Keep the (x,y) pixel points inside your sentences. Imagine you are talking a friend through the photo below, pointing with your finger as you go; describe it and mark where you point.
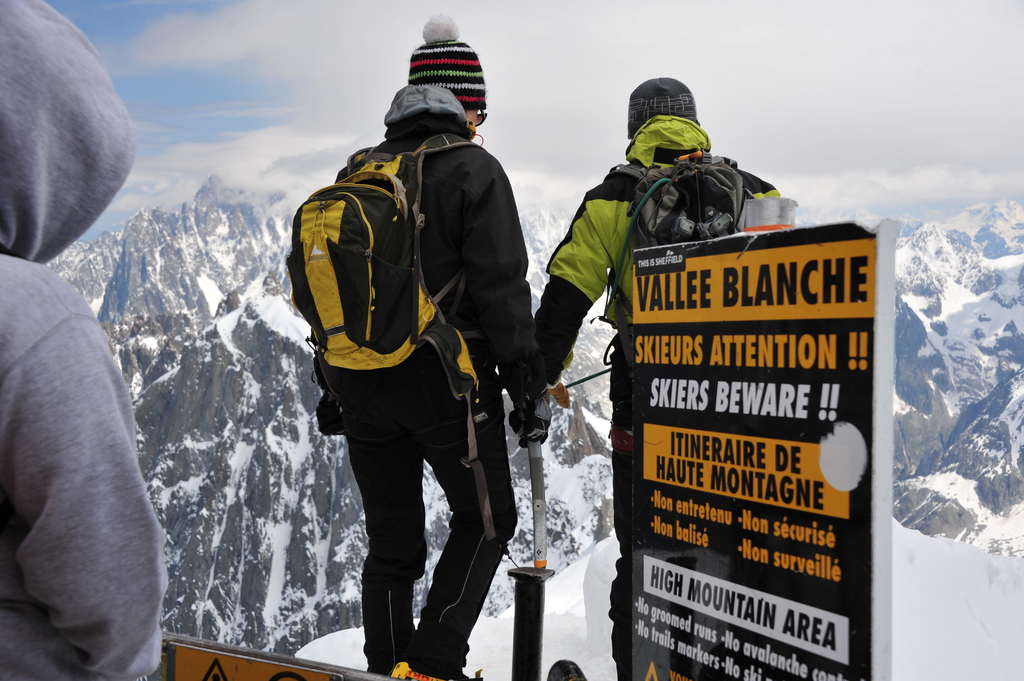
In the center of the image (607,355) we can see two persons (577,316) are standing and they are wearing backpacks (667,212) and hats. And we can see they are in different costumes (611,209) and the left side person (378,522) is holding some object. And we can see one pole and banners (702,633). On the banners (655,543), we can see some text (759,563). On the left side of the image (82,487), we can see one person (66,491) wearing a jacket (86,473). In the background (541,101) we can see the sky (521,80), clouds (798,37), hills (976,285), snow (967,381) and a few other objects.
